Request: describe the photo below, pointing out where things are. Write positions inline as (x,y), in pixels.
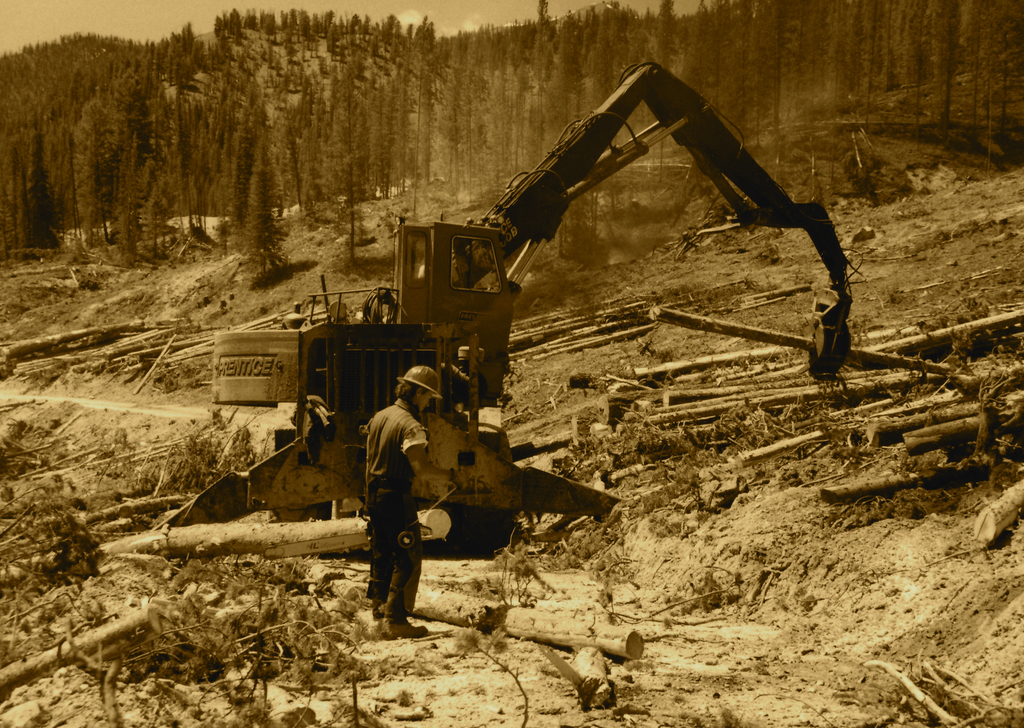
In this picture there is a person (426,369) standing and we can see hydraulic excavator (539,485), ground (646,585) and wooden objects (300,532). In the background of the image (306,108) we can see trees (41,175) and sky (492,6).
